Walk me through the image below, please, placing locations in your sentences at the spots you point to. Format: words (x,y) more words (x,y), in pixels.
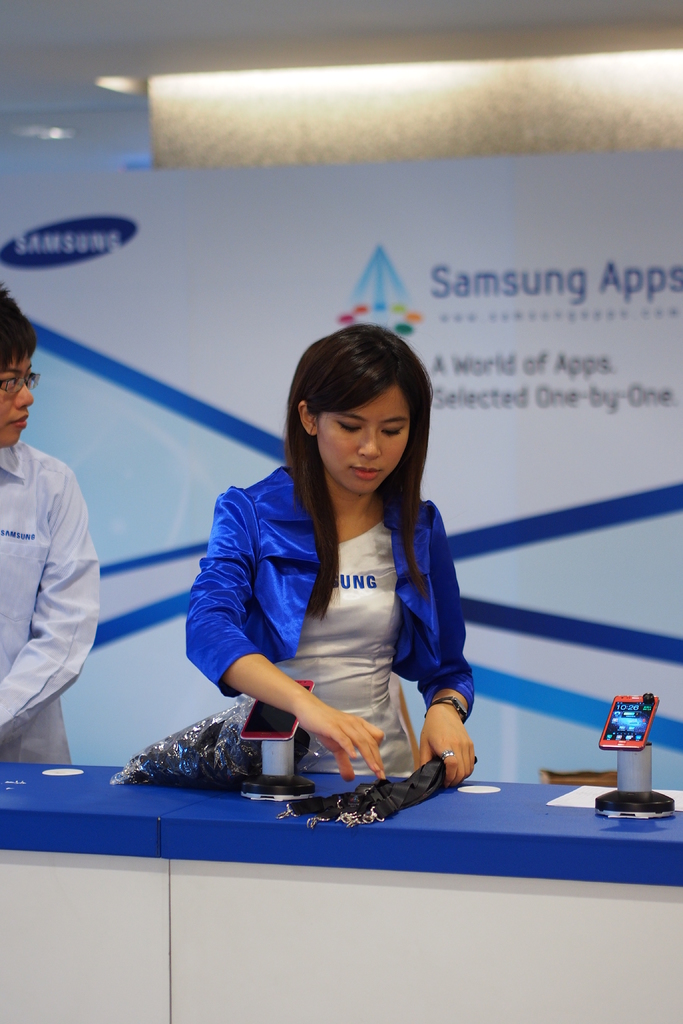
In the center (347,388) blue shirt girl (320,413) is standing. She is holding lanyards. On the left side (28,693) we have a person (20,580). He is standing. There is a table (434,808). There is a mobile phone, stand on a table (429,816). We can see in the background (500,754) there is a banner (497,746) and lights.
